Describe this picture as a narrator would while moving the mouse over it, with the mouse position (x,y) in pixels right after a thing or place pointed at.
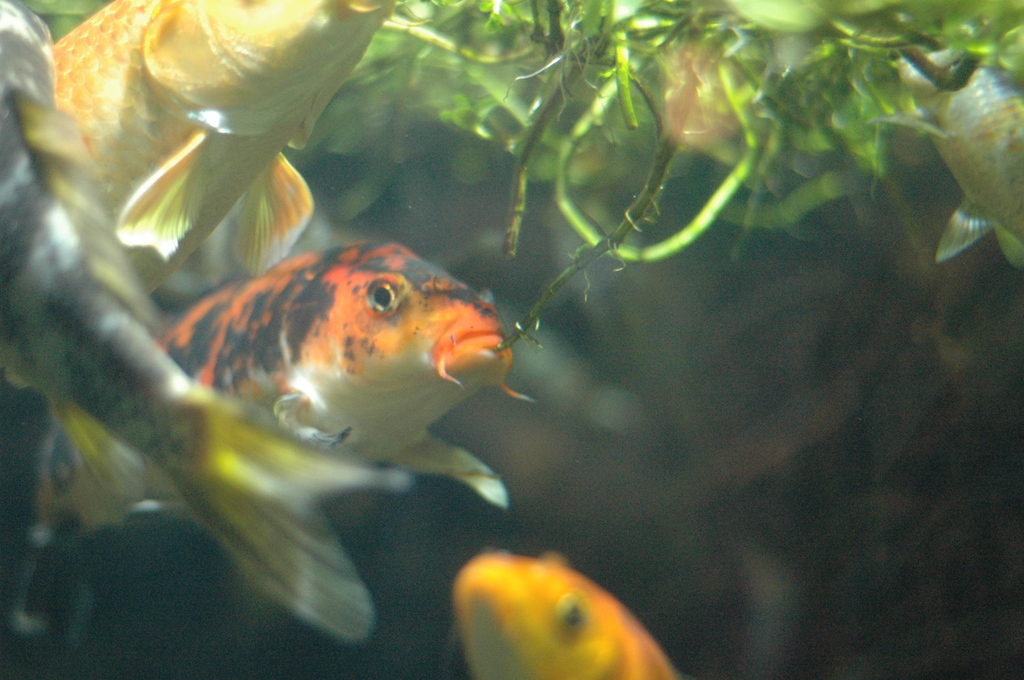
In this picture there are fishes (259,360) and plants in the water (722,318).
